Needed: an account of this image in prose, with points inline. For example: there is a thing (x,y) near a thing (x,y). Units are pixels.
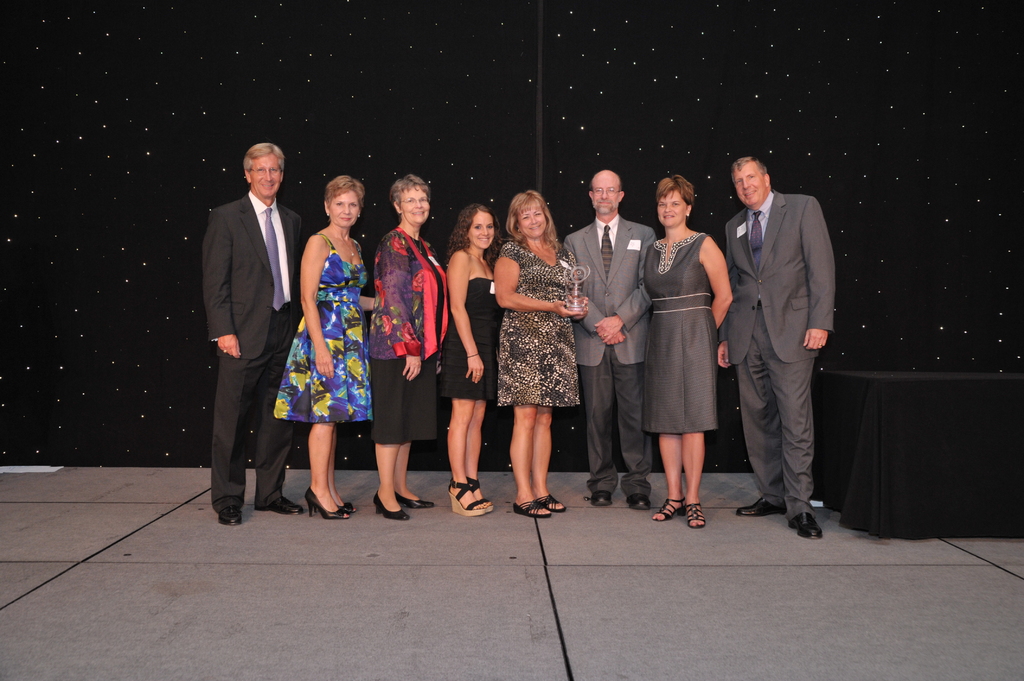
In this image we can see few people (504,288) standing. One lady (548,293) is holding a trophy (582,300). On the right side (904,402) there is a table (888,424) with black cloth (879,434). In the background (643,100) there is a wall (88,175) with white dots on black background (452,132).
